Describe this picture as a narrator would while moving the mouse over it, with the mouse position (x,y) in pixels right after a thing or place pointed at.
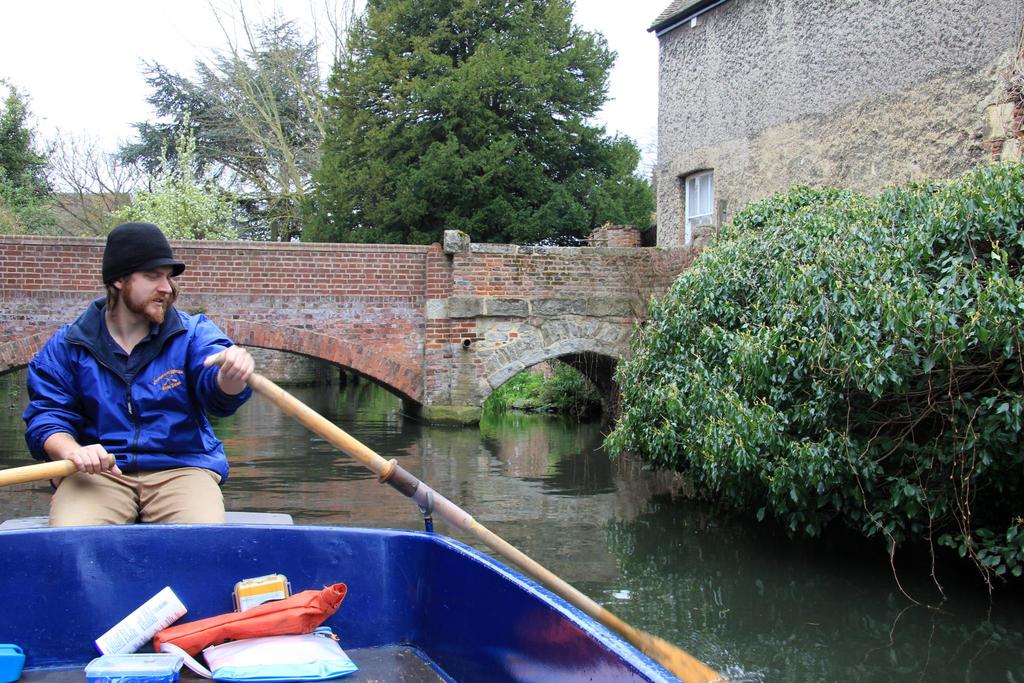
In the foreground area of the image (227,458) there is a man (214,409) who is sitting on a boat (228,609), on the left side of the image (105,458) on the water (25,454), by holding oars (685,669) in his hands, there are few boxes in the boat (313,542), there are trees (270,157), a bridge (377,290), and a house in the background area (457,155) and there is a tree (724,301) on the right side of the image (971,360).
